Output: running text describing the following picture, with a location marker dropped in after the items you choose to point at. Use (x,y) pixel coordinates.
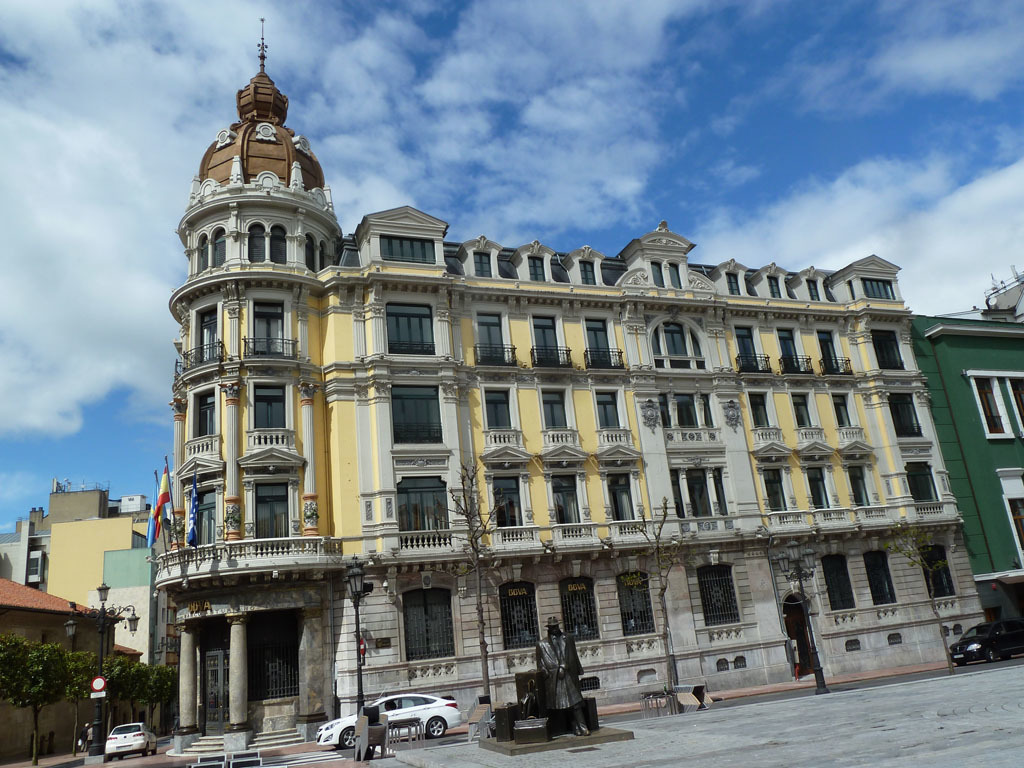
In this picture I can see there is a building (191,578) and it has windows (206,497), there are trees (38,710) at left side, there is a walkway (342,765), a statue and the building (186,565) has windows (205,522) and the sky (676,30) is cloudy.
